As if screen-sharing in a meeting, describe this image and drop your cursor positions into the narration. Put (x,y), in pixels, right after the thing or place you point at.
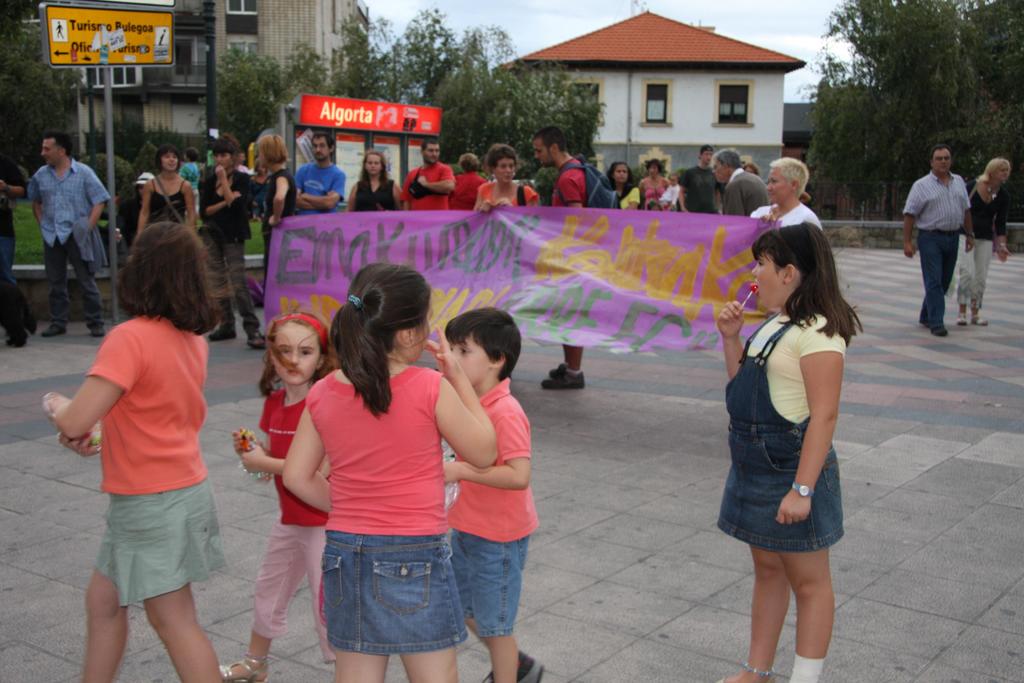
Here in this picture, in the front (488,461) we can see a group of children (472,496) standing on the place (129,642) over there and behind them we can see both men (61,149) and women (391,192) standing and walking all over the place (853,269) and some people (490,207) are holding banner (636,320) in their hand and we can see sign boards (339,142) and hoardings (338,152) here and there and in the far we can see buildings (199,117) present and we can see plants (118,145) and trees (908,141) present all over there and we can see clouds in sky (794,77).
